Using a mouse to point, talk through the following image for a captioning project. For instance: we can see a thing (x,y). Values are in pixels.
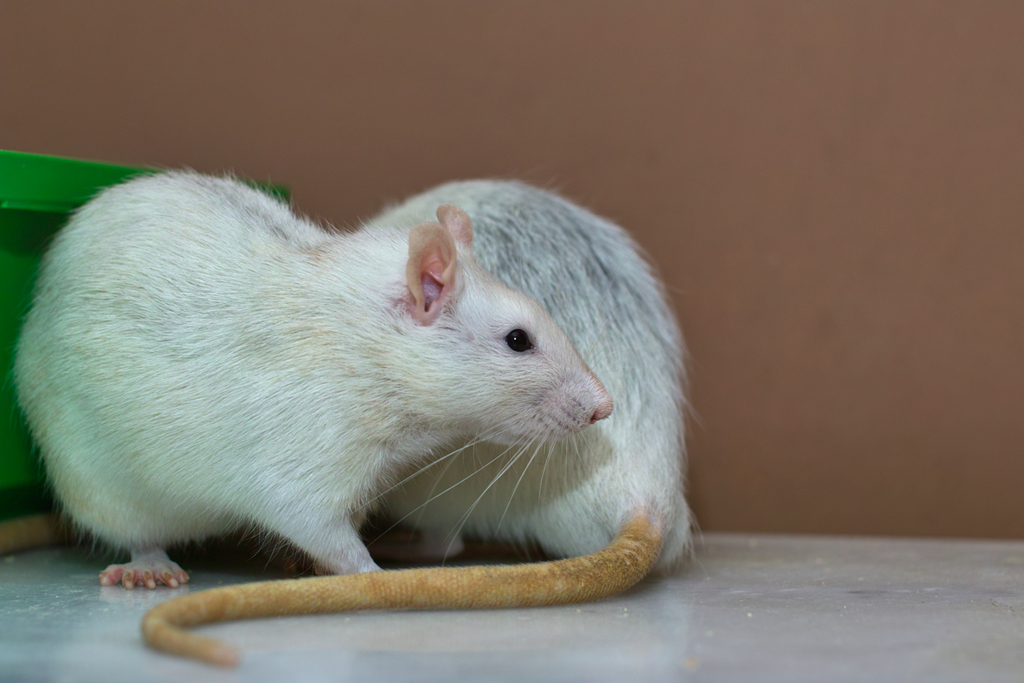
In the image on the left (44,230), we can see one green object (46,243) and we can see two rats (347,364), which are in white color. In the background (358,167) there is a wall (534,92).
